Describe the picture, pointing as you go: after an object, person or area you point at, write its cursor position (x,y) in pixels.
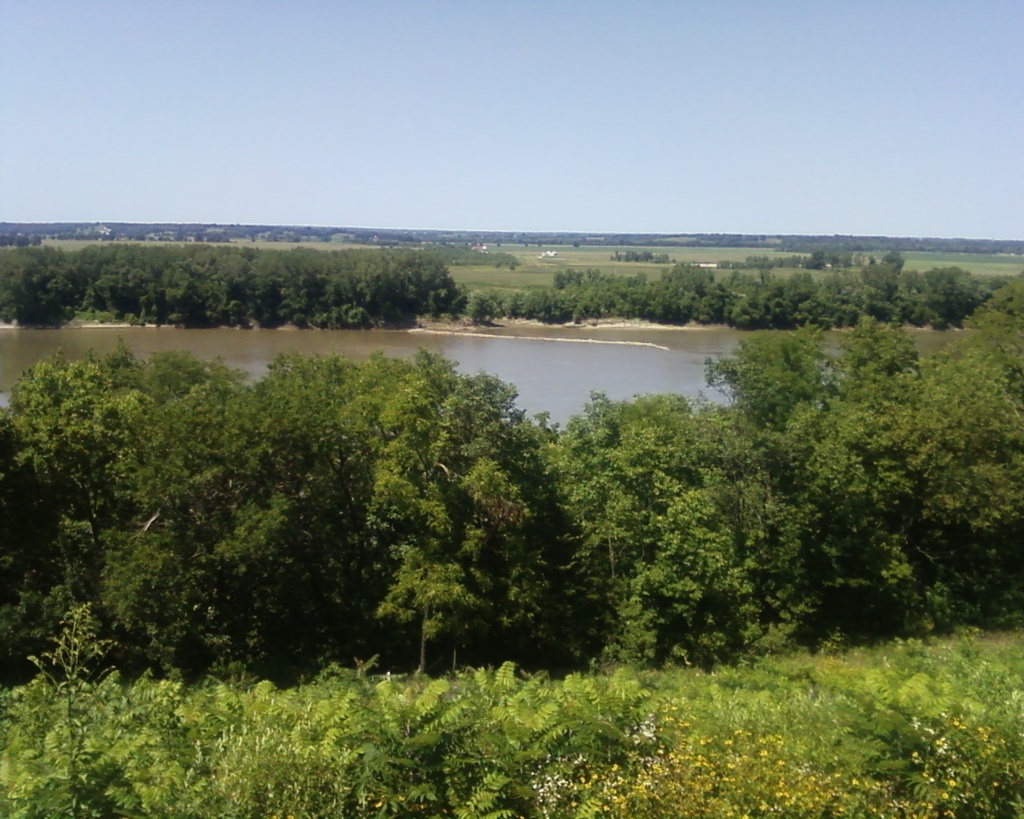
There are trees (476,589) and water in the foreground area (571,565), there is greenery (433,249) and sky (500,215) in the background area (448,224).
